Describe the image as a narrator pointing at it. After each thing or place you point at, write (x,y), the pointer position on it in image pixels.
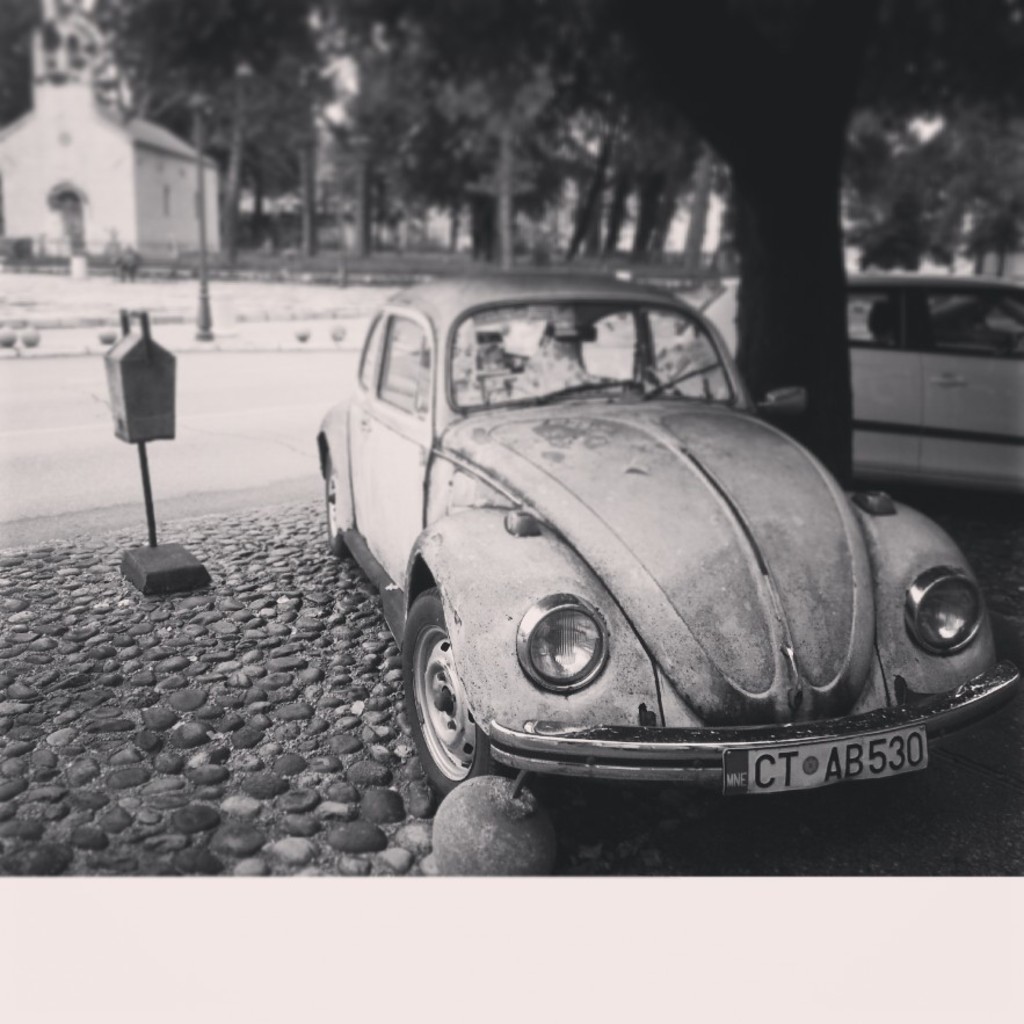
In this image we can see a house (144,192), there are trees (419,76), two cars (1005,390), rocks (110,579), there is a box (169,375) attached to a stand (137,558), there is a pole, and the picture is taken in black and white mode.
